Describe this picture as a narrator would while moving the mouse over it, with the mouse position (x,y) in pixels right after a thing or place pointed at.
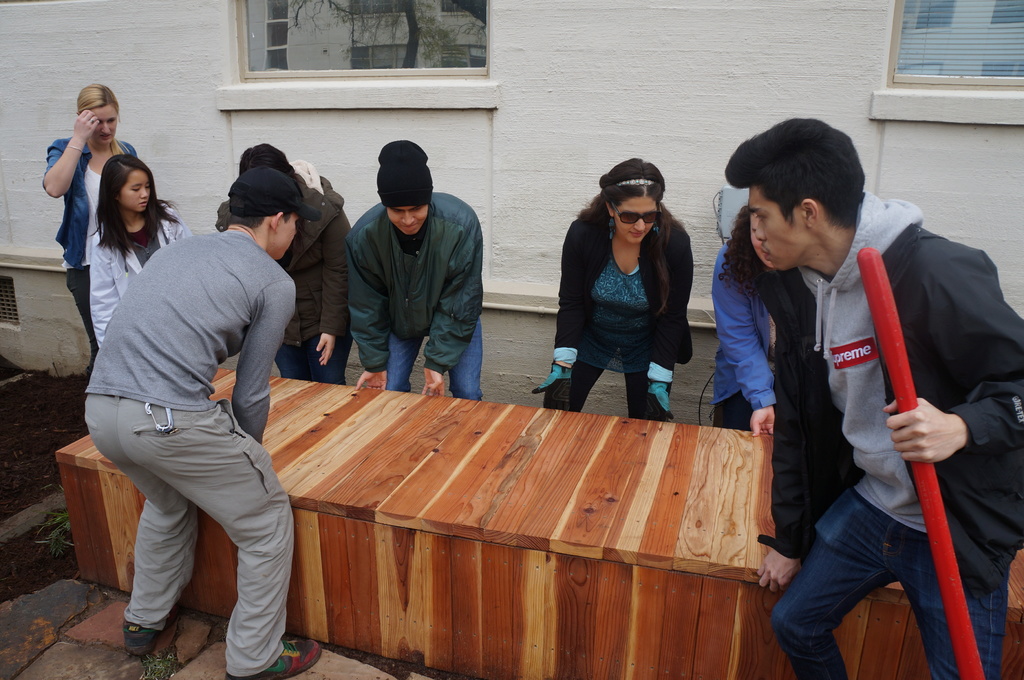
In the image we can see there are many people (302,324) standing, wearing clothes (358,332) and some of them are wearing caps (399,202), and they are trying to lift the wooden box (605,508). Here we can see footpath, the wall (564,128) of the building (555,91) and the windows (415,23).
